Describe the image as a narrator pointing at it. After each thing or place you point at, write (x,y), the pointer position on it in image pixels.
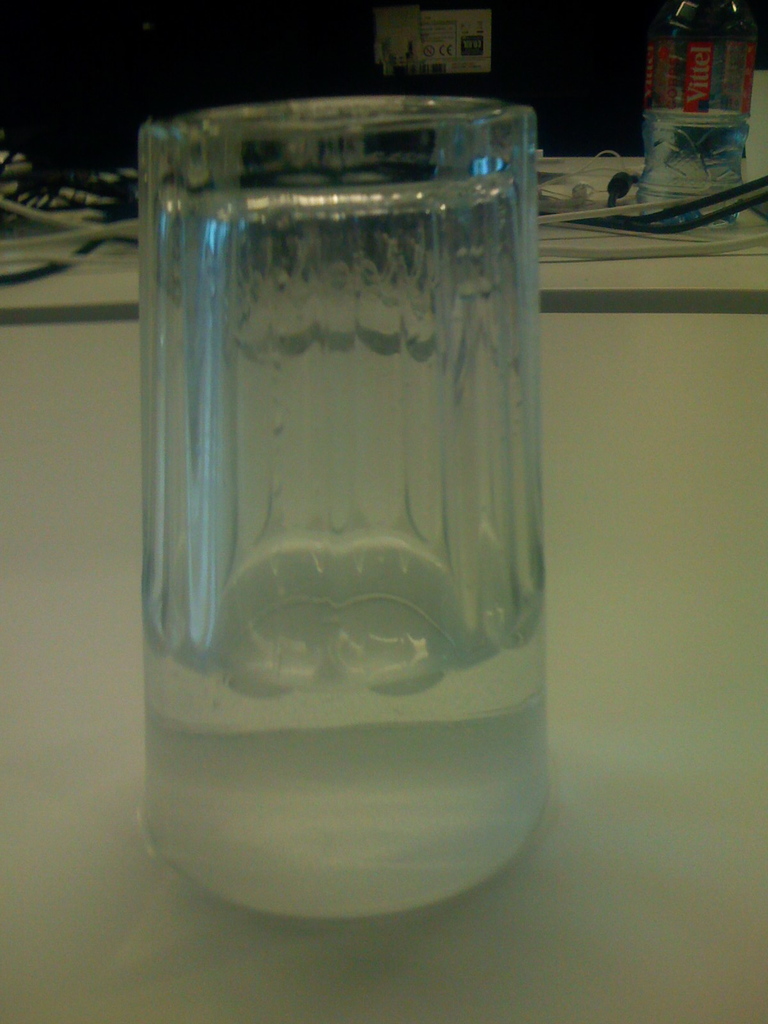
In this image there is a glass (405,279). At the right top corner (670,190) there is a bottle (728,11) and few wires (724,212).
